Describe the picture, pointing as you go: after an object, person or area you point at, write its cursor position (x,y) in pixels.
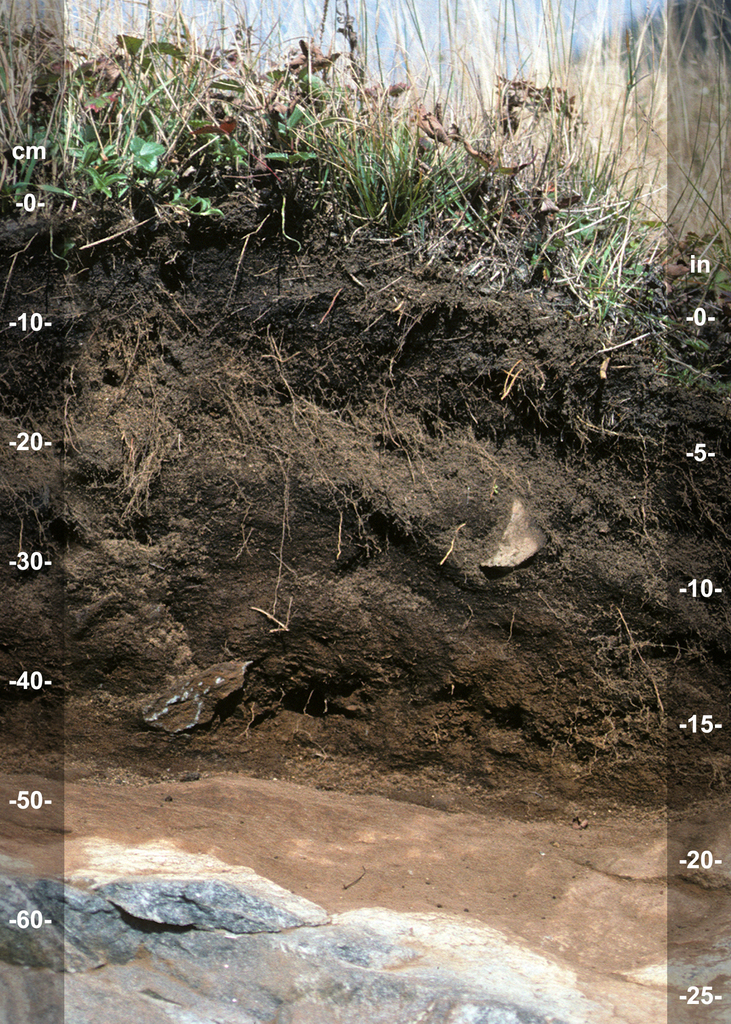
In this picture I can see the mud (391,581) in front (65,326), on which I can see few plants (325,117) and I can see numbers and alphabets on both the sides. On the bottom of this picture (235,942) I can see a stone (237,919).
